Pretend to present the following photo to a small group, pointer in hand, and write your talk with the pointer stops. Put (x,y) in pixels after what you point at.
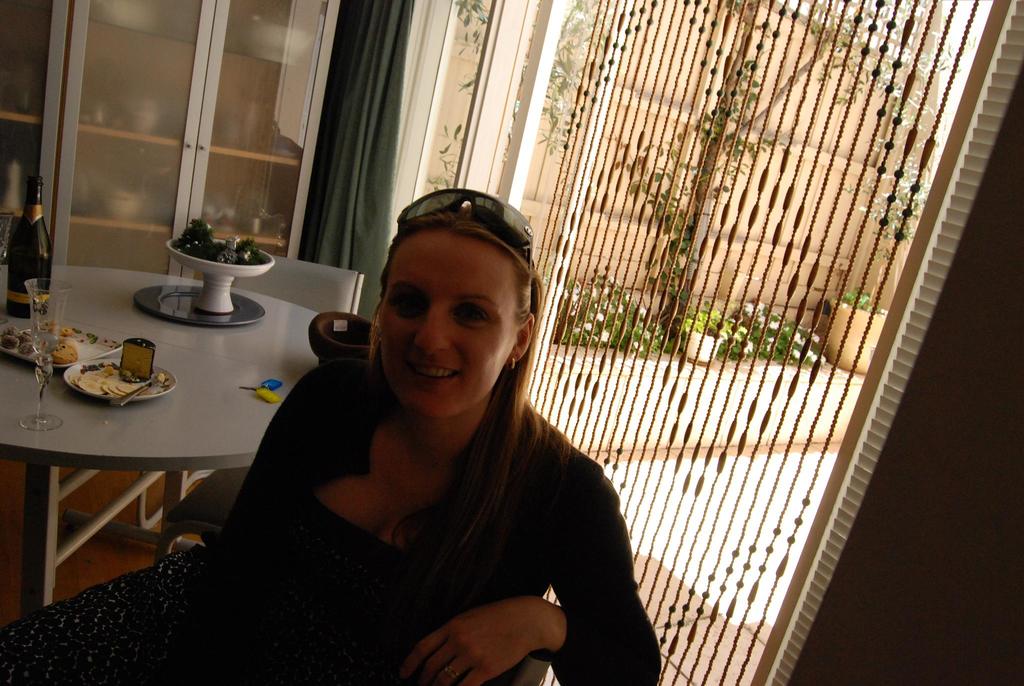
In the foreground of this image (483,504), there is a woman (500,600) sitting on the chair (533,664). Behind her, on the table (98,433), there is a glass (47,307), bottle (36,276), platters (89,350) with food (126,376), spoon (154,381), hat (341,338) and few more objects (234,276). We can also see a chair (345,269), curtain (315,185), wall hangings (707,249) and in the background (779,321), there are few plants (799,328) near the wall (798,140) and the floor (762,497).
